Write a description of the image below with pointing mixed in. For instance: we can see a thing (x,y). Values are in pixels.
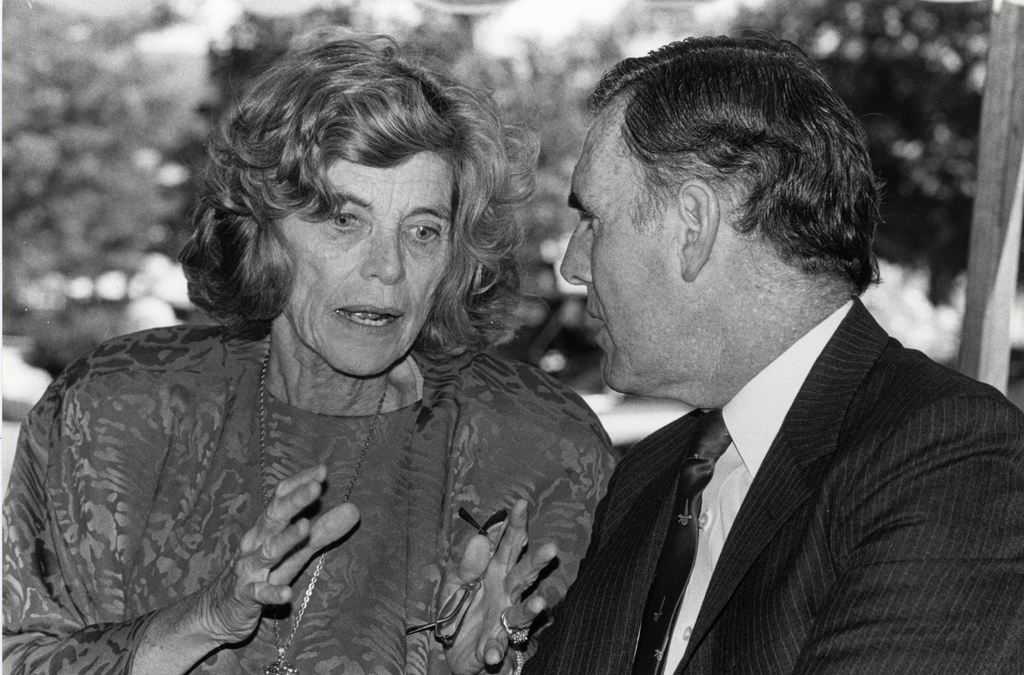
This is a black and white image. On the left side (301,331), there is a woman (282,102), holding a spectacle (504,516) with a hand (450,639) and speaking. On the right side (906,504), there is a person (838,459) in a suit (838,459). In the background (885,4), there are trees (101,81). And the background (945,214) is blurred.
